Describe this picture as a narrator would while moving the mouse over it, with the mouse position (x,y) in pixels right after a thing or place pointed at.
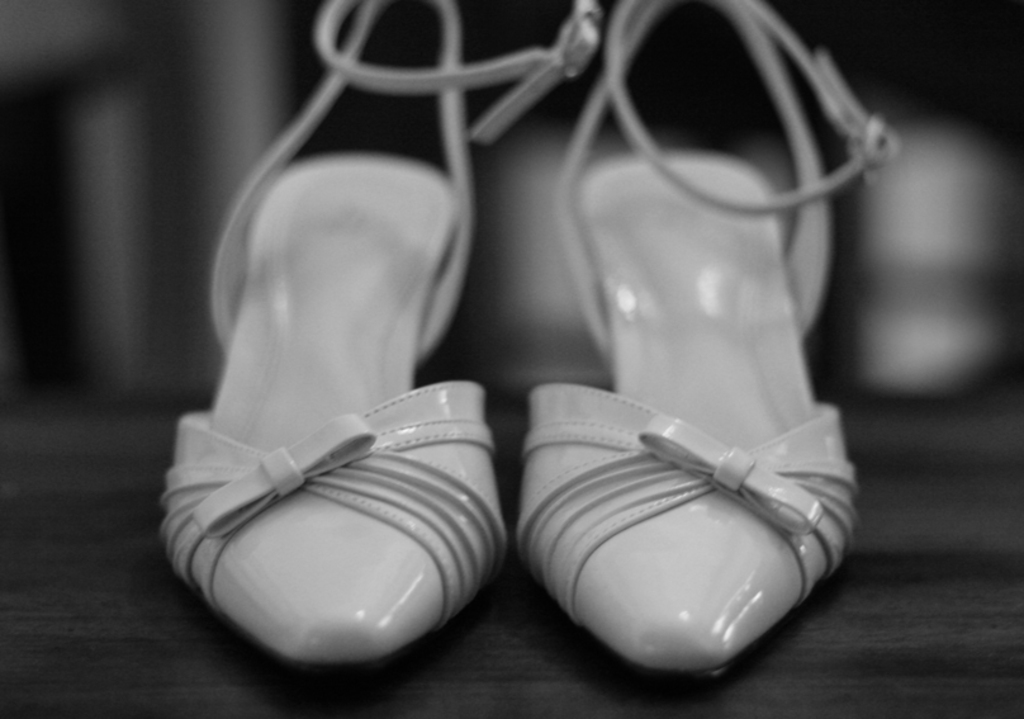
This is a black and white image. In the center of the image (680,398) we can see sandal heels (462,521) are present on the floor (482,696). In the background (562,112) the image is blur.
